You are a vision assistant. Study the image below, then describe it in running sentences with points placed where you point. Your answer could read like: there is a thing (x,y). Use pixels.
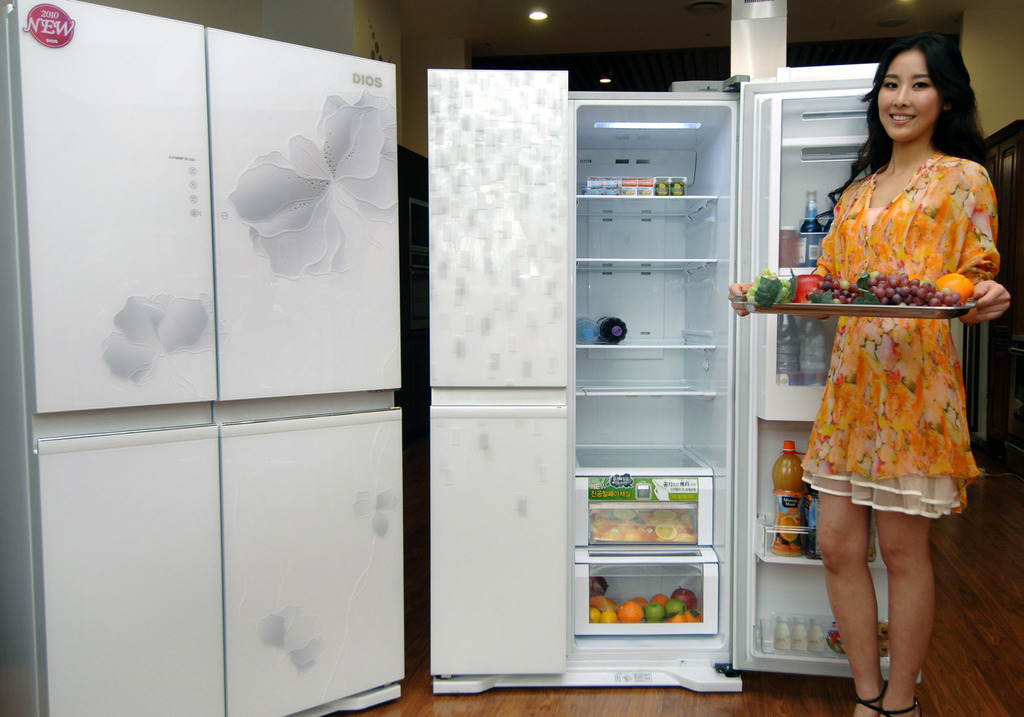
In this image there are two refrigerators (101,477) on the floor (580,701). Right side (895,607) a woman (864,433) is standing on the floor (846,698). She is holding a tray (952,314) which is having grapes (883,293), orange (956,285) and apple (805,300) on it. Behind her there is a door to the wall (1018,109). Few lights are attached to the roof (622,46). In the refrigerator (664,575) there are few bottles (786,503) in the racks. In the boxes (689,585) there are few fruits (657,602) in it.
